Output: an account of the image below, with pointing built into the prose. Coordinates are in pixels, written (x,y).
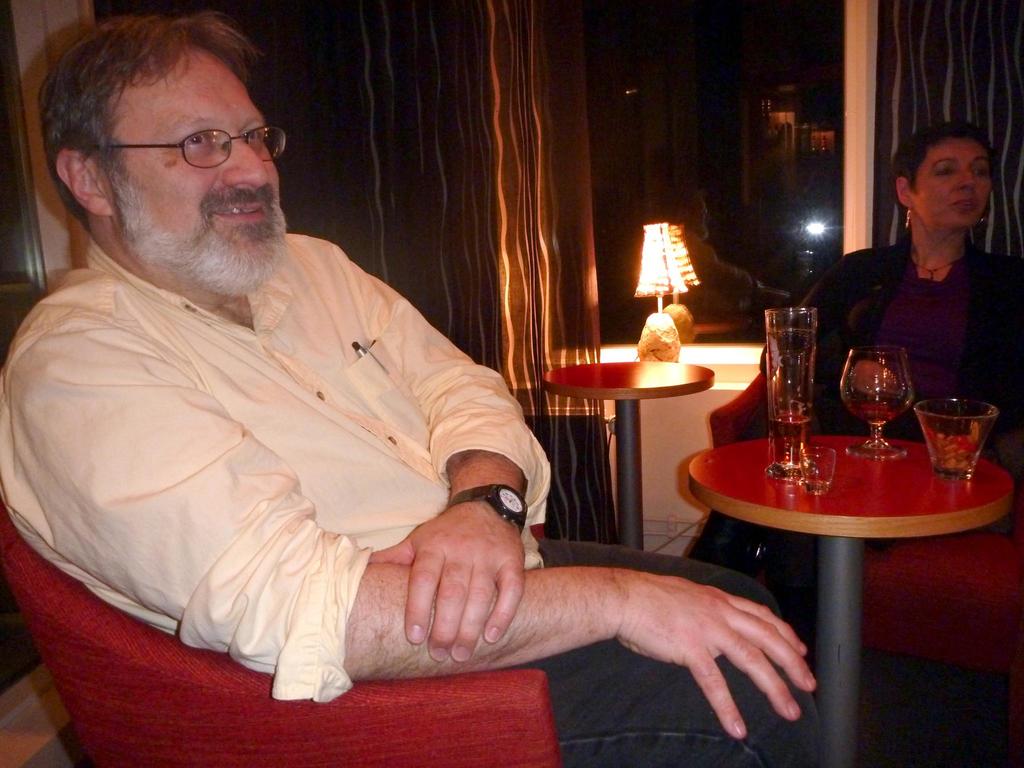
Man (161,227) in yellow shirt (202,345) who is wearing spectacles (197,150) is sitting on red chair (226,692). In front of him, we see a table (783,495) on which glass (865,448) containing liquid (796,442) and bowl (944,465) are placed. Beside that, woman (858,288) in black dress (867,279) is sitting on sofa (934,577) and on background (567,331), we see lamp (650,342) and curtains (496,213). We even see mirror (701,115).
